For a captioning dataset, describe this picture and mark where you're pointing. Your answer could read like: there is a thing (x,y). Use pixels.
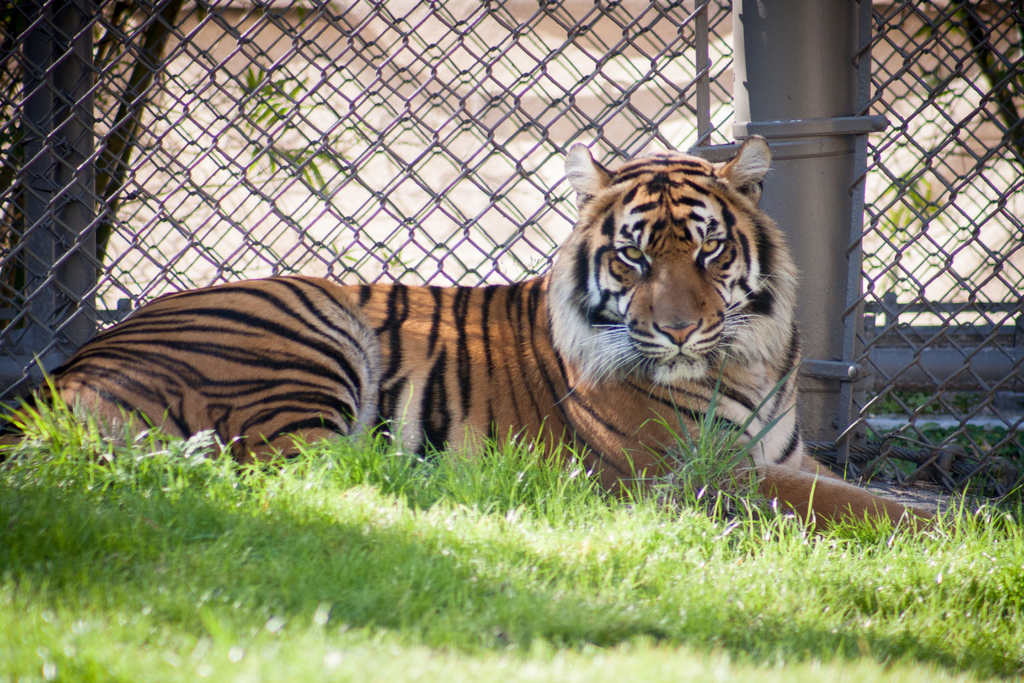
In the center of the image (389,289) we can see a tiger (389,289) is sitting on the ground (190,481). In the background of the image (205,1) we can see the mesh (10,368). At the bottom of the image (373,572) we can see the grass (29,444).
